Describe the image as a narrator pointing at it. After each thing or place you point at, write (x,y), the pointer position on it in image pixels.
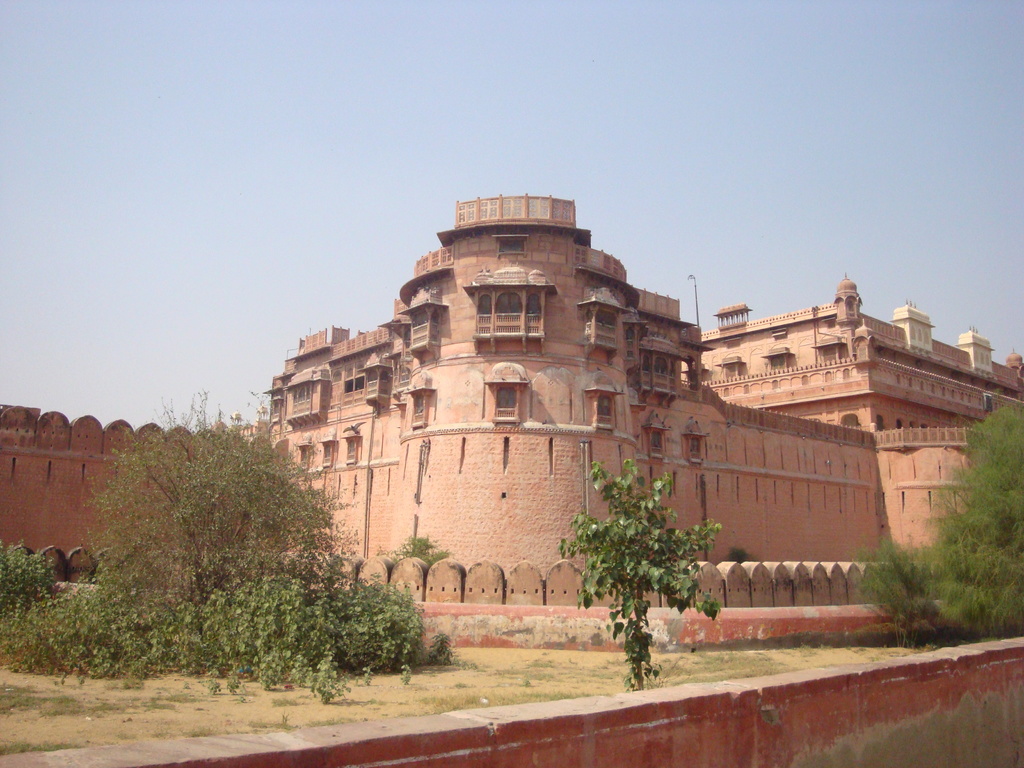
In the front of the image (775,748) I can see plants (157,602) and wall (957,705). In the background of the image (970,304) there is a building (626,330) and sky (576,74).
